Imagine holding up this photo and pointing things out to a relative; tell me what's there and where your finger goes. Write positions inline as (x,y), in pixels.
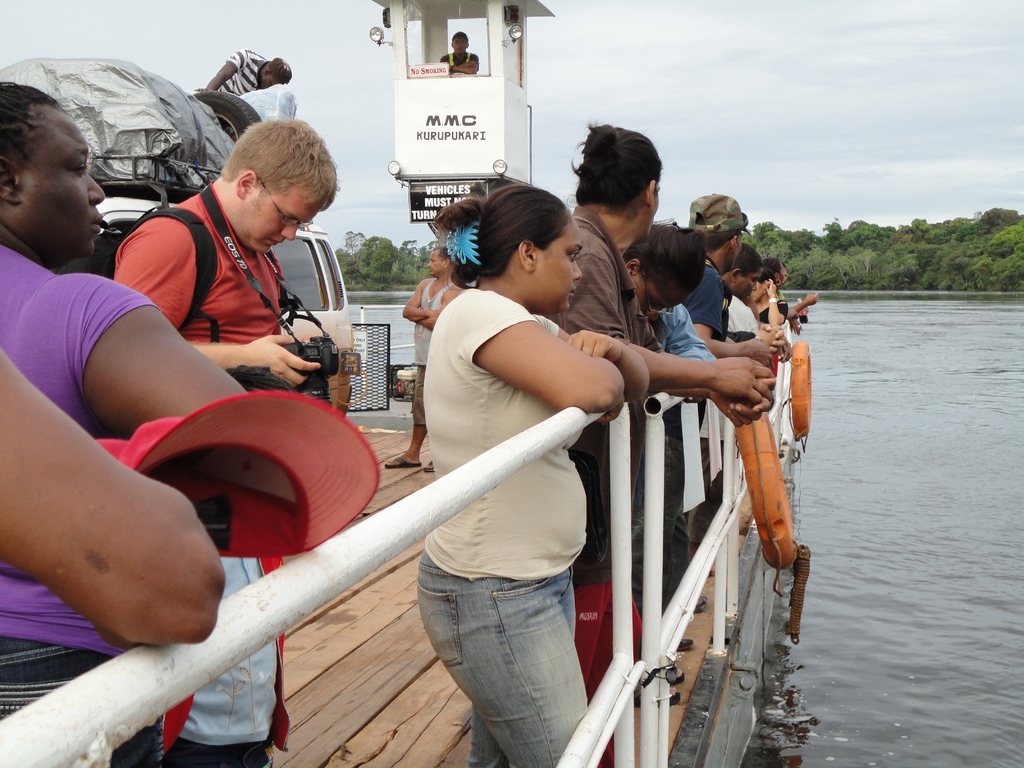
In this image, I can see a vehicle (316,298) and a group of people (630,344) standing on a boat (400,479). This boat (671,616) is on the water (871,482). In the background (768,176), I can see the trees (967,239) and the sky (644,63). On the left side of the image (197,95), I can see a person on the vehicle (207,123).
